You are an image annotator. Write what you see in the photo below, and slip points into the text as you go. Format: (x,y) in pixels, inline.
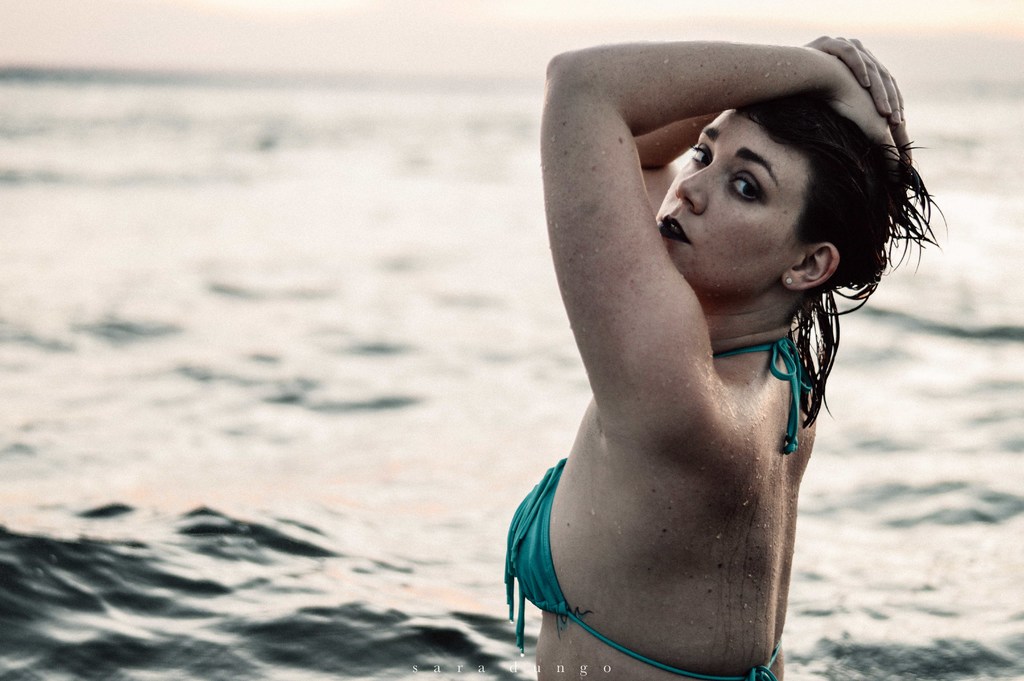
In the image there is a lady (683,474). Behind her there is water (443,677). At the bottom of the image (598,667) there is a name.
